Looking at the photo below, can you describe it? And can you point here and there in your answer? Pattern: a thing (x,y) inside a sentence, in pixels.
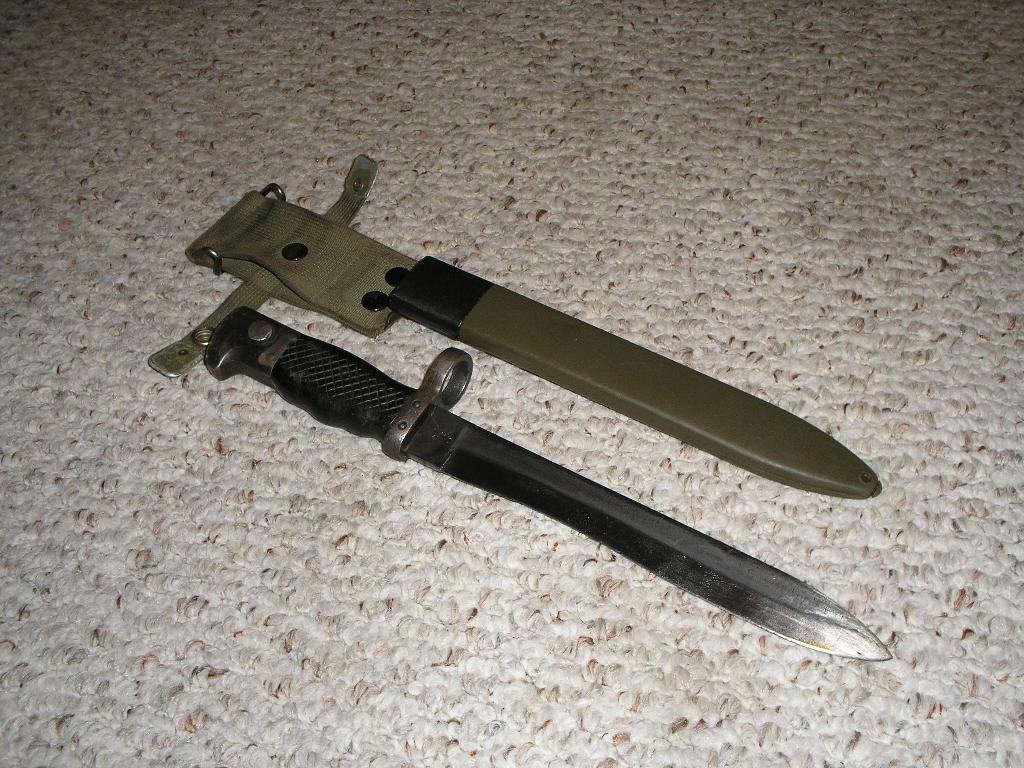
In this image we can see two objects (684,408) on the floor (683,466).
